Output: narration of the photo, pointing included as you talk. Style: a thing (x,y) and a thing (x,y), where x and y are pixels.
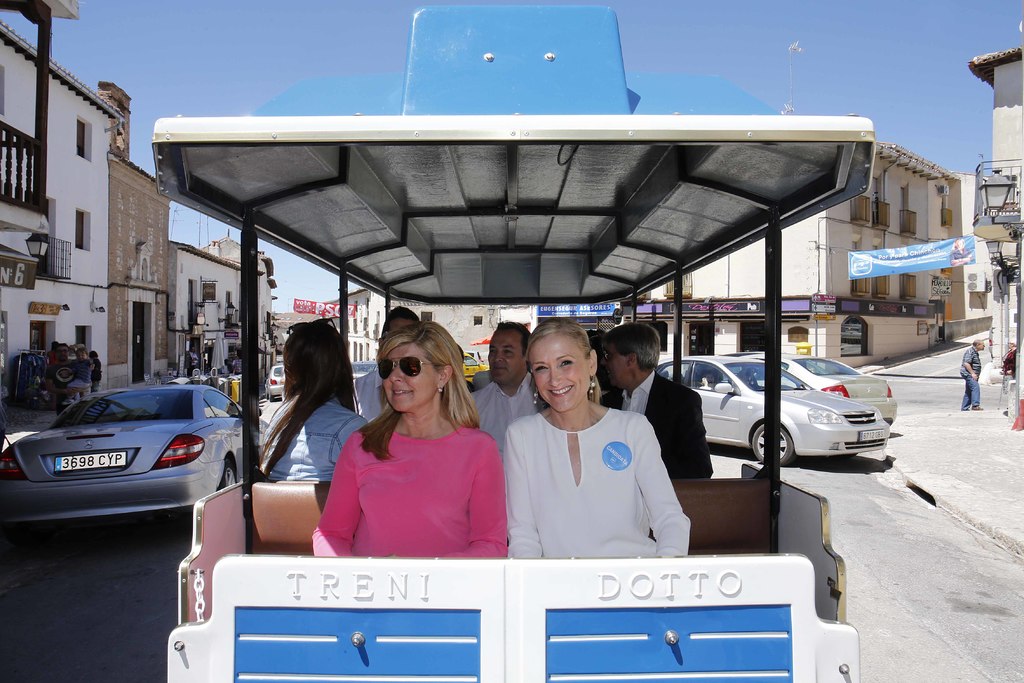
In this image I can see group of people (416,455) sitting. The person (526,495) in front (546,476) wearing white color shirt (517,506) and the person (424,472) at left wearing pink color shirt (424,472). Background (85,181) I can see few vehicles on road (890,504), buildings (98,179) in cream and white color, banner (873,263) and sky (785,44) in blue color.
